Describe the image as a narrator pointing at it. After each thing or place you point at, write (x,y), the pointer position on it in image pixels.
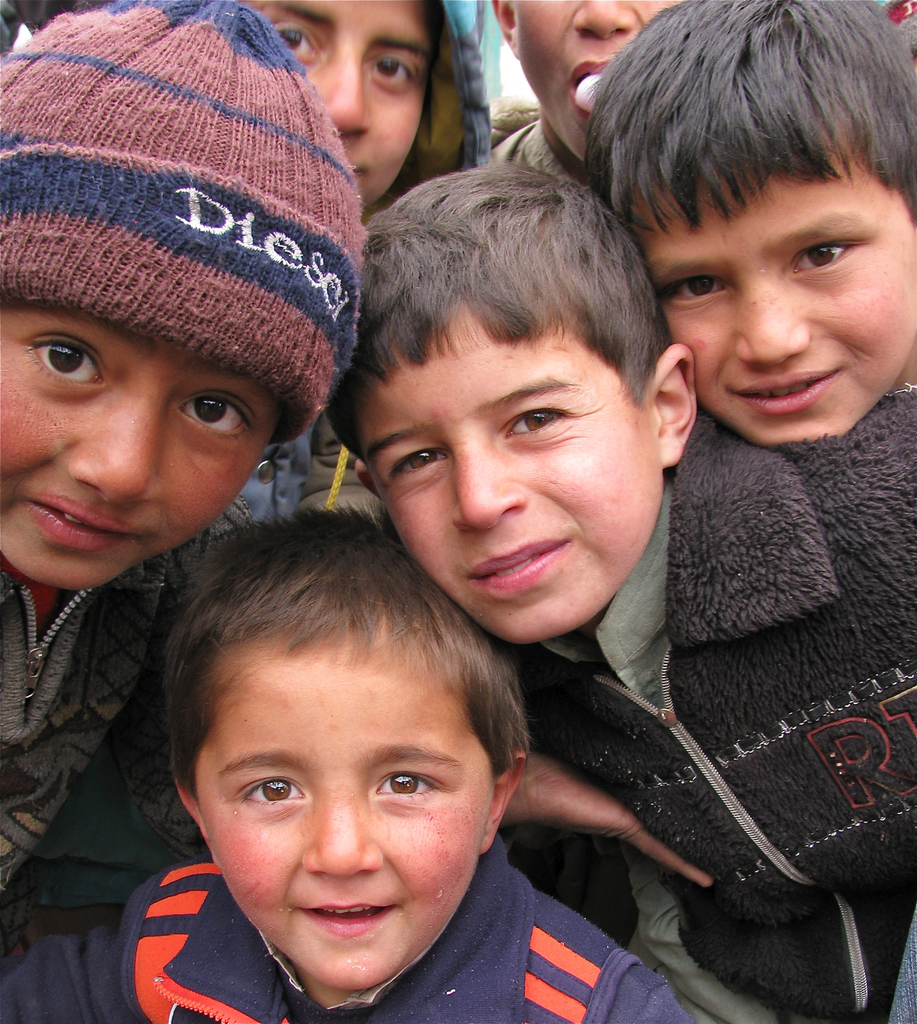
In this image we can see a group of children (402,539).
